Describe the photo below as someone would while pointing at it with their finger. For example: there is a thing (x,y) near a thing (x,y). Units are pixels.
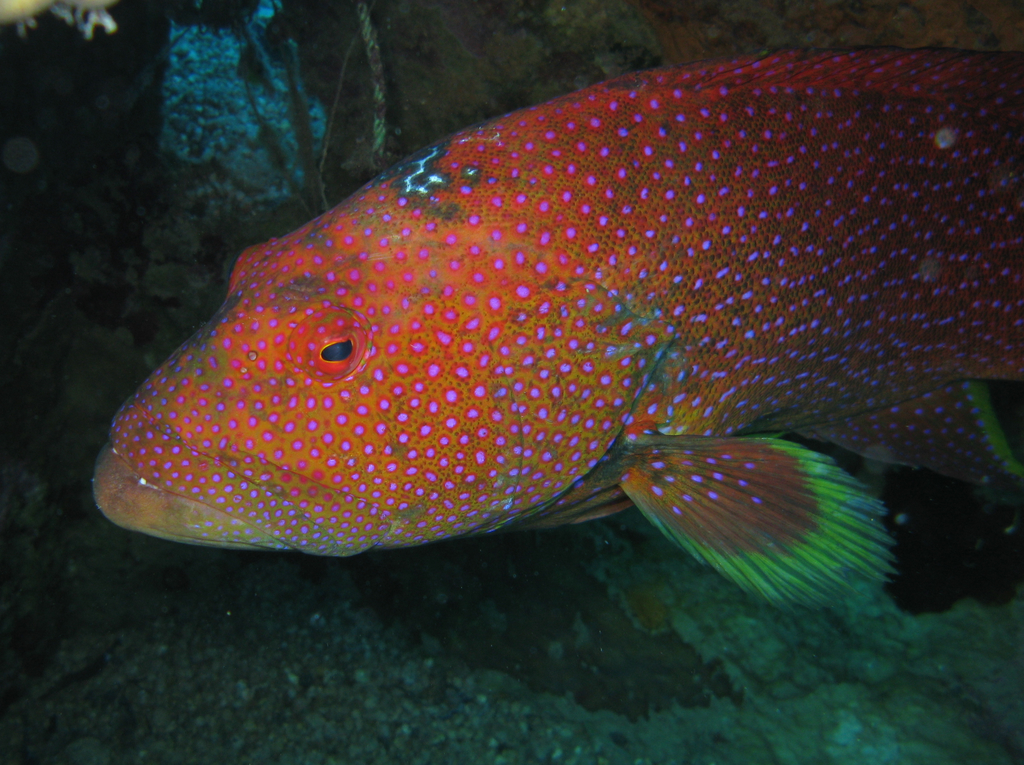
In this picture we can see a fish (376,249) and some objects (928,24) in the water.
